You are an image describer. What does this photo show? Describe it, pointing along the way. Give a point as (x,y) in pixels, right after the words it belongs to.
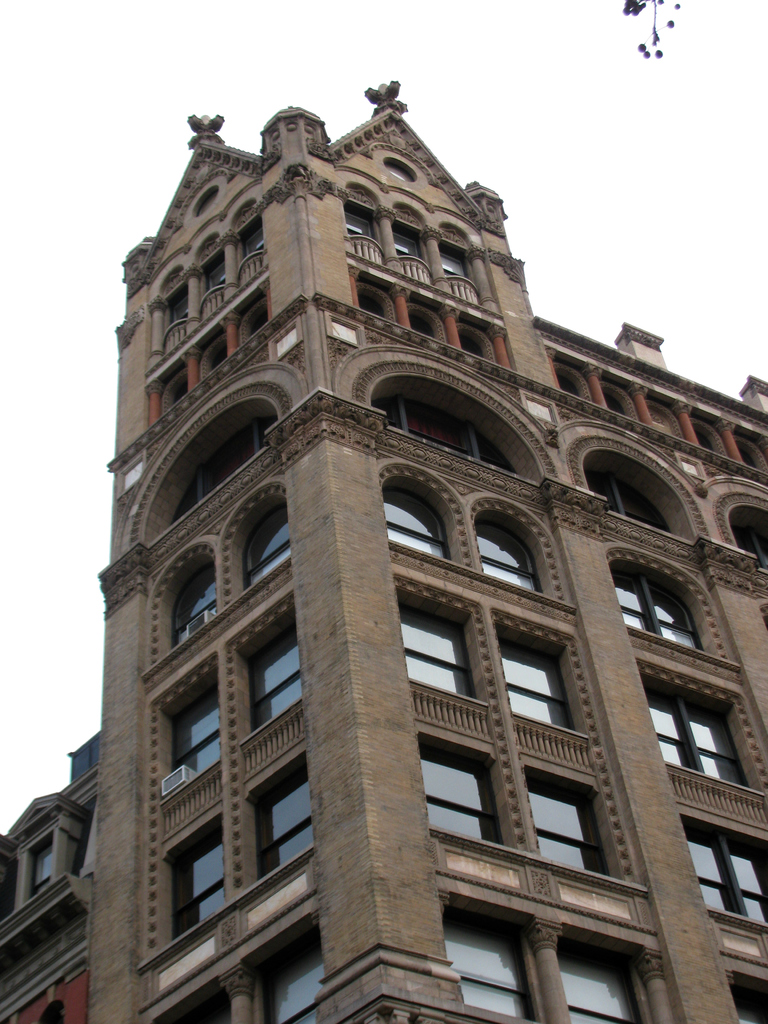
In this image I can see the building (525,845) and glass windows (535,818). The sky (555,204) is in white color.
